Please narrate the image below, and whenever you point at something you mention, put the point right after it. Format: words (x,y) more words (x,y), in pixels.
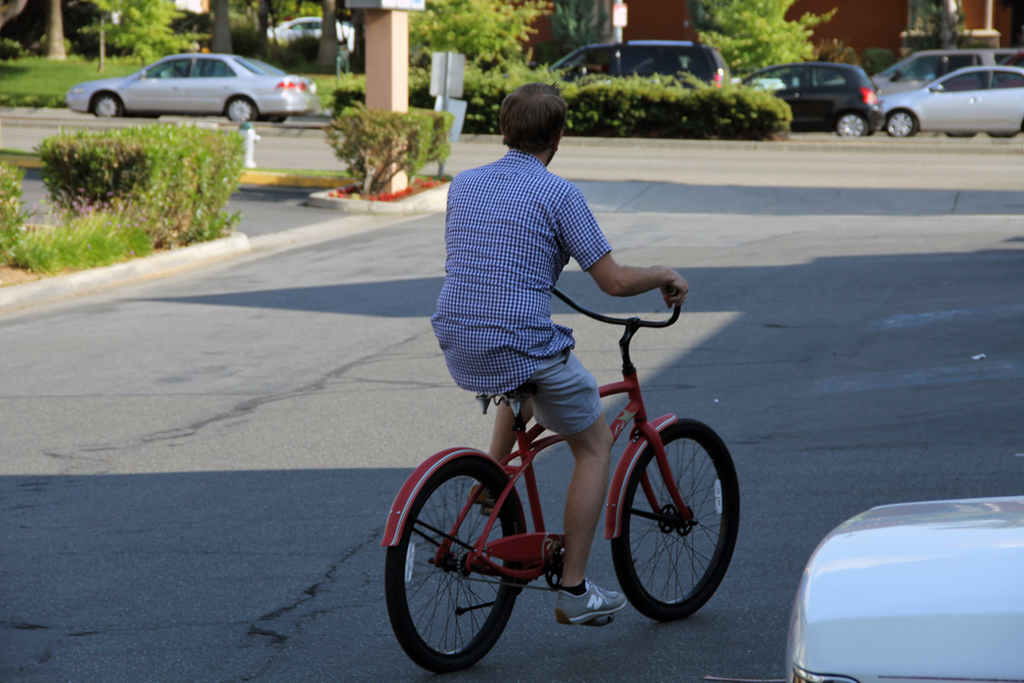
This image is taken outdoors. At the bottom of the image (202,530) there is a road (217,285). In the background (314,61) there is a building (903,1) and there are a few plants (484,97) on the ground (54,78). There is a ground (67,75) with grass (67,75) on it. There are a few trees (333,17). A car (162,63) is moving on the road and a few cars (752,77) are parked on the road (314,115). In the middle of the image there is a pillar (401,40) and there are a few plants (138,192). There are two sign boards (445,63). A man (620,289) is riding on the bicycle (537,517). On the right side of the image (896,562) a car (896,562) is parked on the road (676,674).
